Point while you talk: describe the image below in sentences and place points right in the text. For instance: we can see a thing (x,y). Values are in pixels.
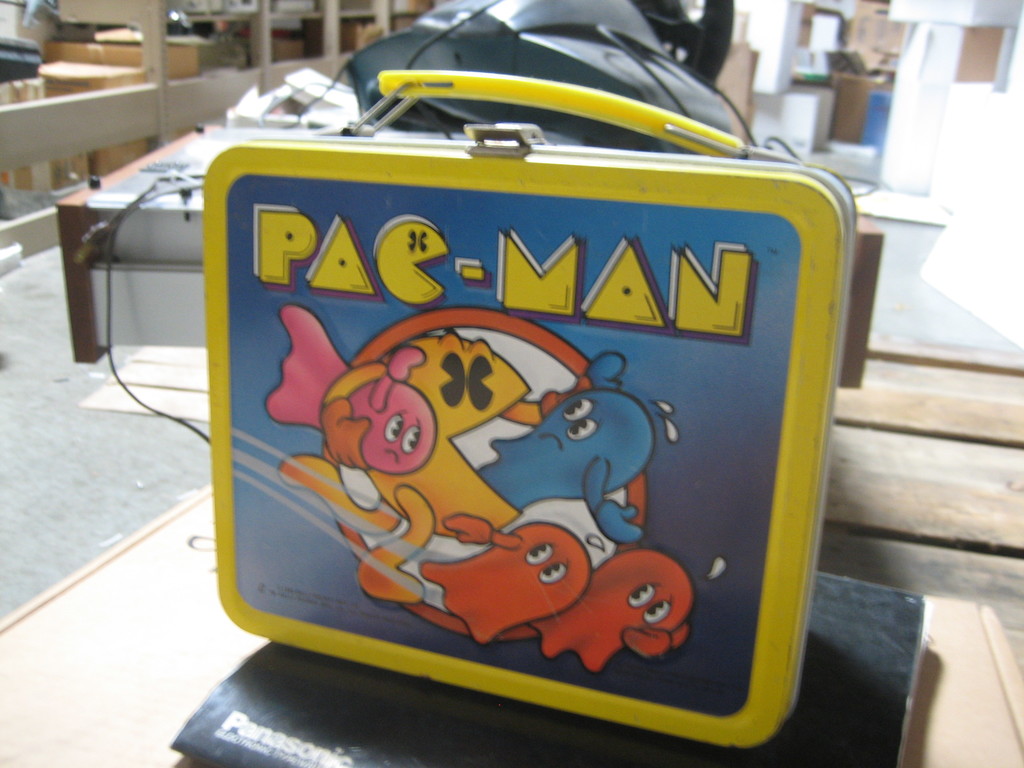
In this picture we can see a box (306,613) on the book (608,766) and the book (462,712) is on the surface (116,683). Behind the box (347,372), there are some objects (692,45), a cable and a blurred background (897,70).
